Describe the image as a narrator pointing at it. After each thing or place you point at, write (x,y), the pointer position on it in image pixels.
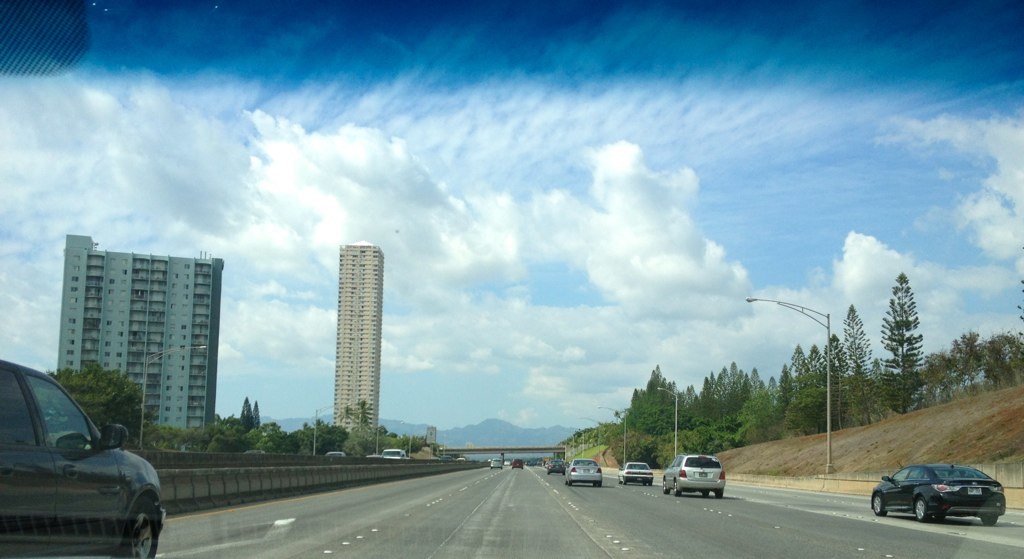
In the foreground of the picture (80,433) there is a glass (372,306), outside the glass (531,439) there are cars (142,465), on the road (521,481). On the left (209,359) there are trees (267,435), street lights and buildings (362,394). On the right (824,404) there are trees (789,404), street lights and soil (958,442). In the center of the background (473,442) there are vehicles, bridge (535,451) and hills (501,422). Sky (453,246) is sunny.
